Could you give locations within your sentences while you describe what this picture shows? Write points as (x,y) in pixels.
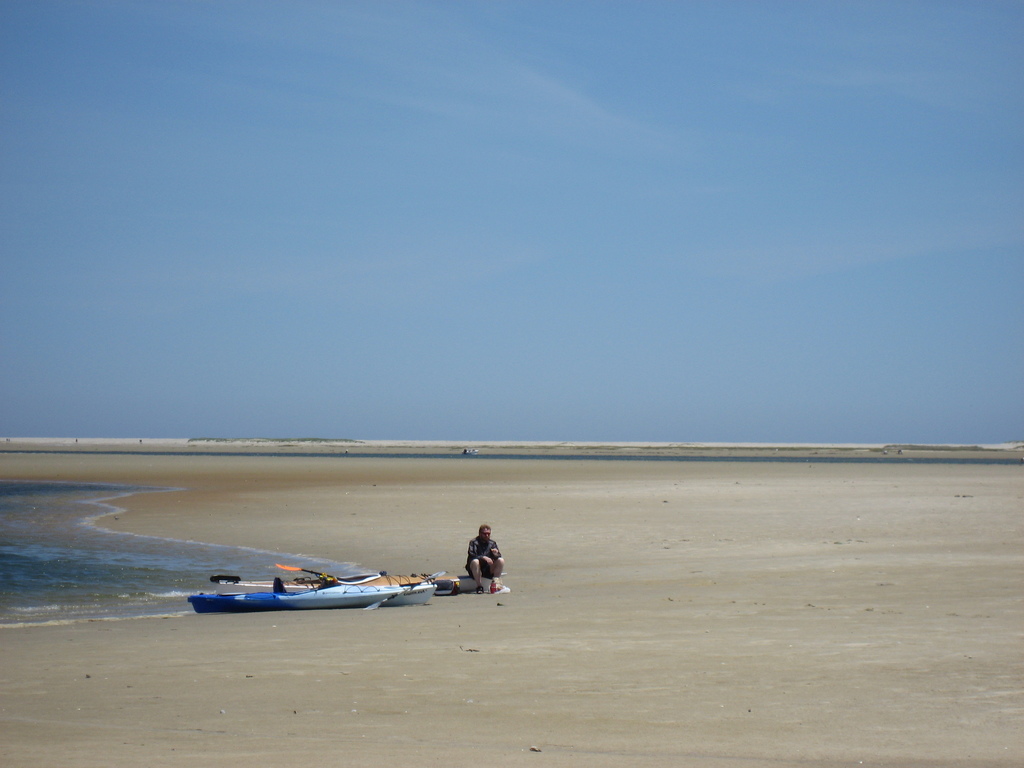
This picture is clicked outside. In the center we can see a person (487,548) sitting on an object (473,582) and we can see the boats (322,606). On the left corner (173,603) we can see the water (184,609). In the background (398,158) we can see the sky (869,441) and many other items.
